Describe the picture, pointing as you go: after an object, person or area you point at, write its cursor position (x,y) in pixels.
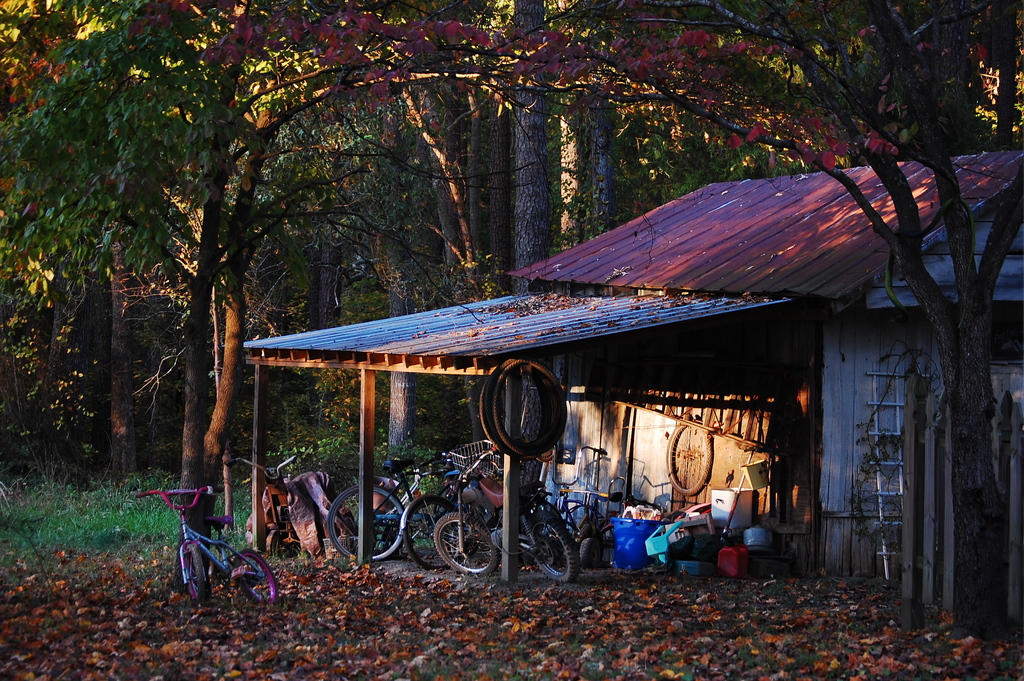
In this picture I can see a house (553,319). I can see bicycles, tyres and some other objects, and in the background (627,130) there are plants (371,104) and trees (371,104).
